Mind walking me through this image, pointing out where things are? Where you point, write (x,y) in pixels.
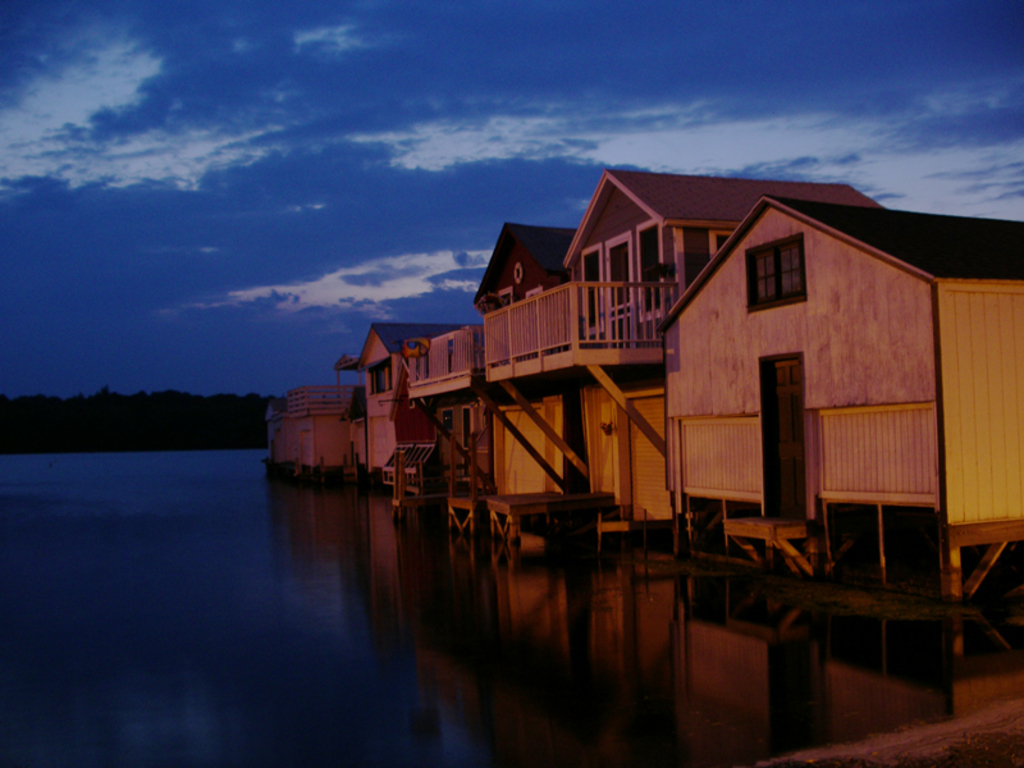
As we can see in the image there are houses (858,443) and water (188,596). In the background (197,447) there are trees (132,418). On the top (522,122) there sky (348,158) and clouds (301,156).
